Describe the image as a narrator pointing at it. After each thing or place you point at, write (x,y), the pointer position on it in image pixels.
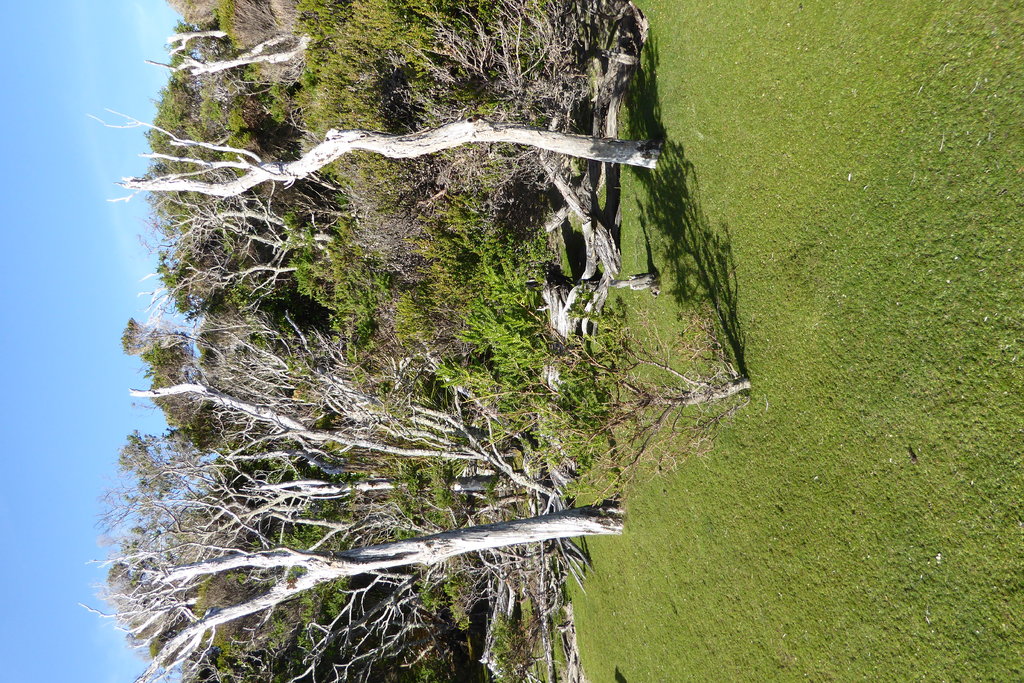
In the center of the image (499,272) there are trees (455,564). At the bottom of the image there is grass (891,437). At the top of the image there is sky (87,415).
